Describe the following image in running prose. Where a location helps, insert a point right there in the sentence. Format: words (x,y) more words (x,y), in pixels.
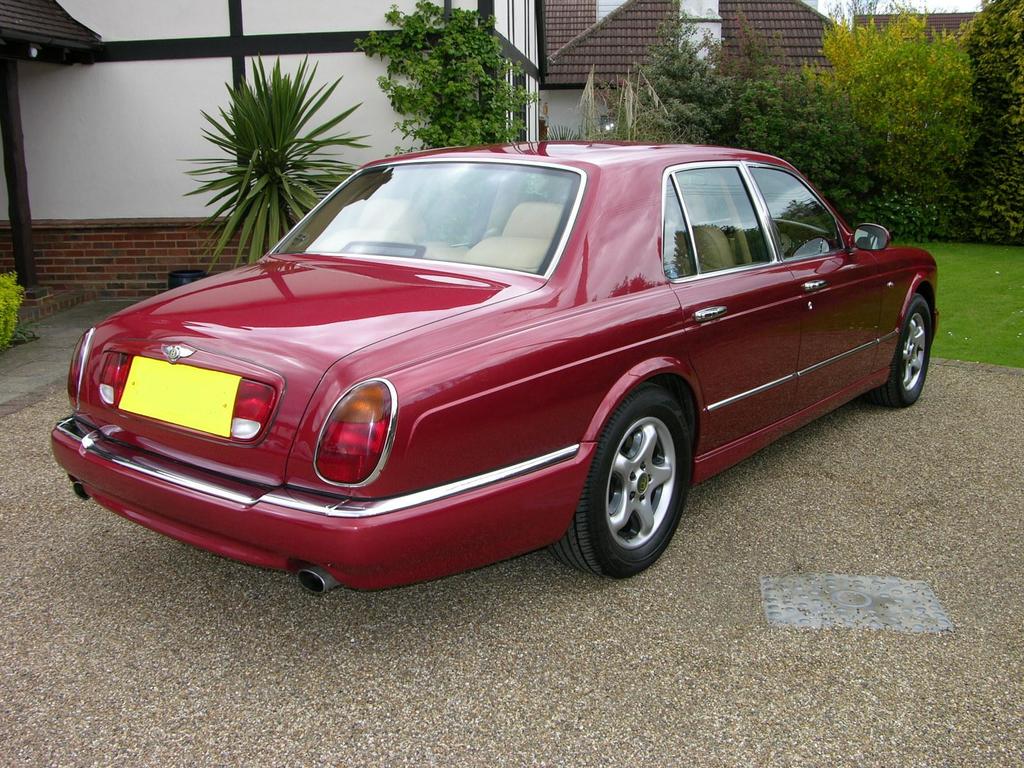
In the center of the image (564,330), we can see a car (518,330) on the road (537,599) and in the background (697,127), there are trees (854,113), plants (831,107) and buildings (310,60).
